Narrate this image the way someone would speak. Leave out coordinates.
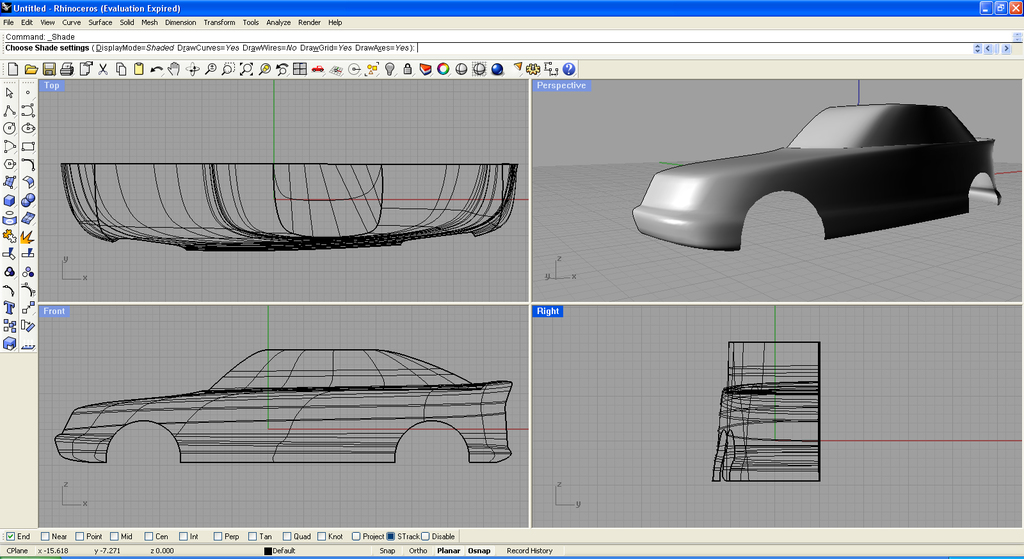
This picture shows a graphical image. picture look like a screenshot.
